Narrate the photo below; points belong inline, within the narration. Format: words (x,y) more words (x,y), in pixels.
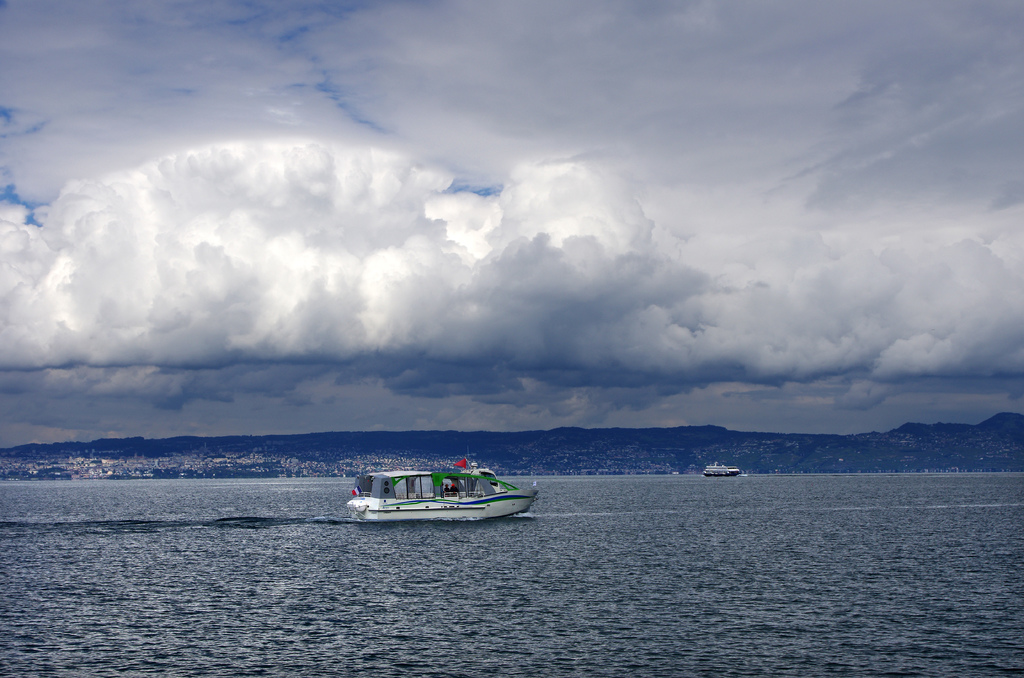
In the middle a ship (468,511) is moving in this water (533,541). These are the clouds (573,179).
